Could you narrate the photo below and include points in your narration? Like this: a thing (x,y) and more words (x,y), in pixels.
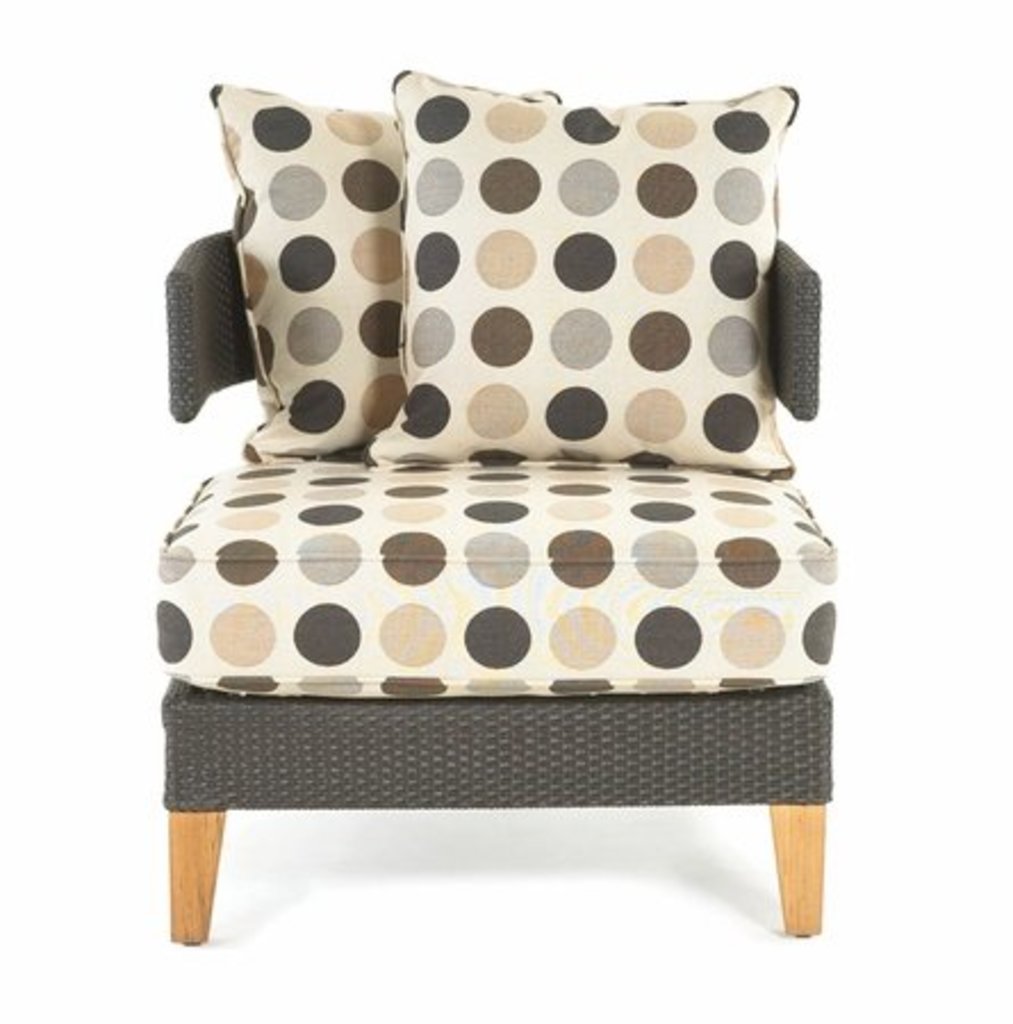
In this picture we can see a chair (572,430).
